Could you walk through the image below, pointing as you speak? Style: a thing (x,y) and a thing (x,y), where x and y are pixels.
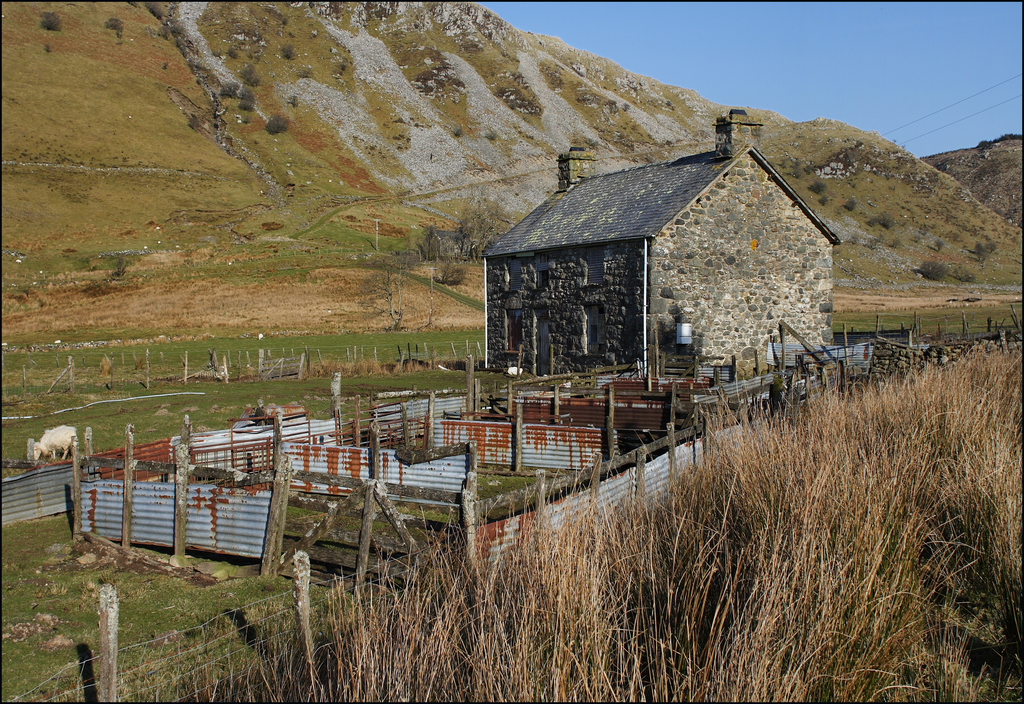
In this image there is a grass fencing (637,413), in the middle (603,364) there is a house (608,187), in the background (944,132) there is mountain (885,156) and sky (855,63).
